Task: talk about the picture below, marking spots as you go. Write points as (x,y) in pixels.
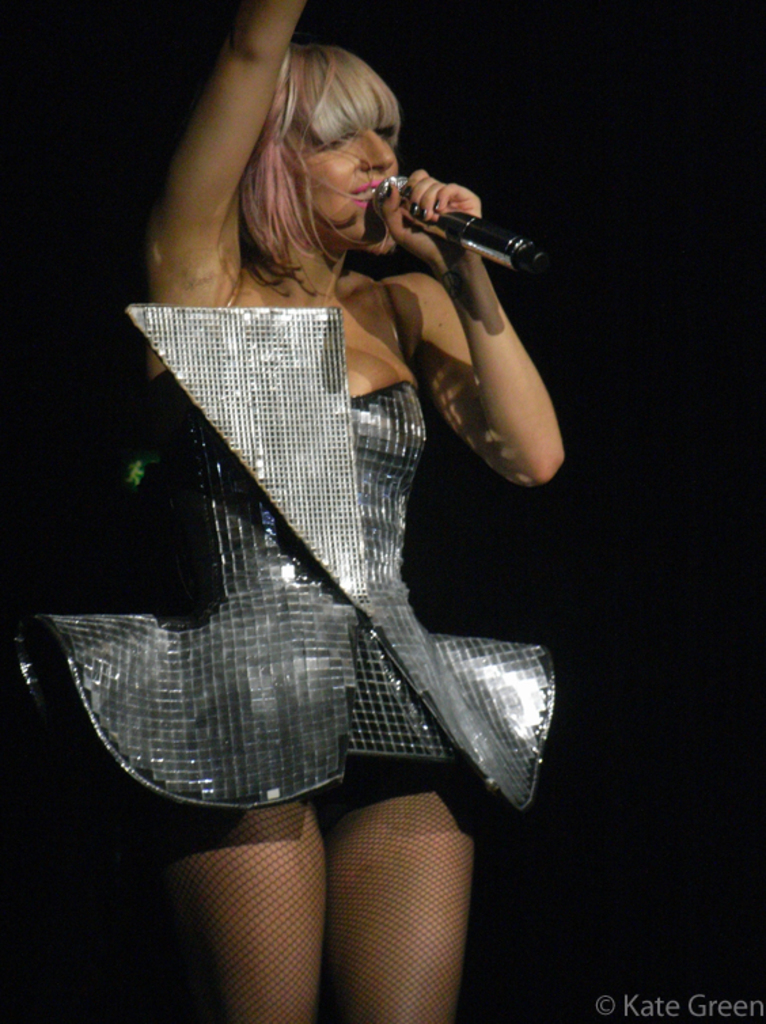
Here we can see a woman (257,254) in a costume (205,650) singing a song with a microphone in her hand (445,254).
